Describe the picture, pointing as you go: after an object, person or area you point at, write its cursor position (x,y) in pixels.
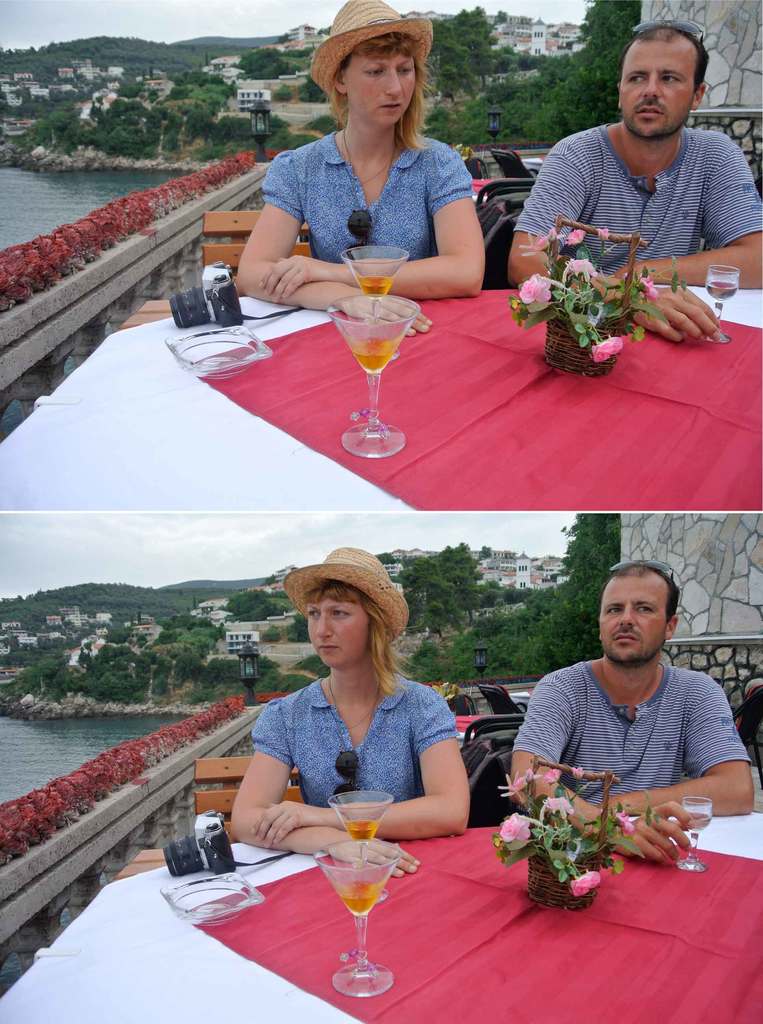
At the top (267,17) we can see sky (216,8). these are hills (129,49), buildings (242,98) and trees (216,103). this is a river (92,198). Here we can see a man (570,154) and a woman (378,91) sitting on chairs (487,197) in front of a table (660,370) and on the table (334,398) we can see flower vase (557,280), glasses (397,306) with drinks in it, ashtray (246,338) and a camera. We can see a backpack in the middle of a man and a woman (255,297). This is a collage picture.
